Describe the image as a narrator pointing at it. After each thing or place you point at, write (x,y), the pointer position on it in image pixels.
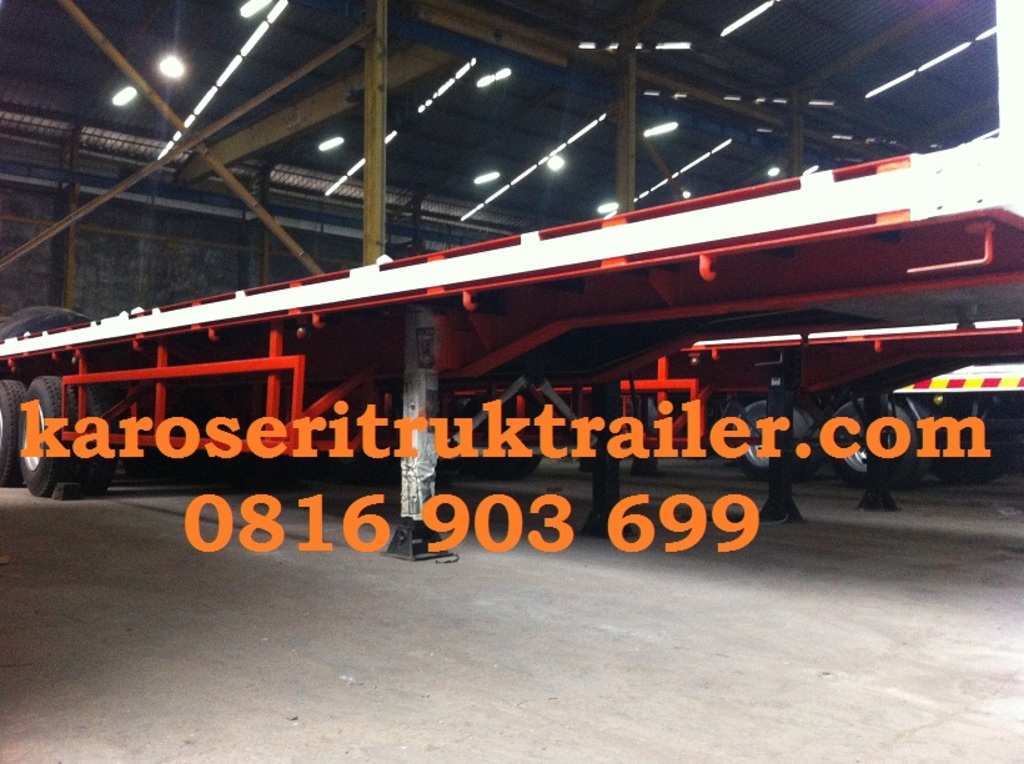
In this image we can see vehicles (1023,397), ground (547,618), poles (74,162), lights (169,72), wall (349,236), and roof (354,190). Here we can see something is written on it.
